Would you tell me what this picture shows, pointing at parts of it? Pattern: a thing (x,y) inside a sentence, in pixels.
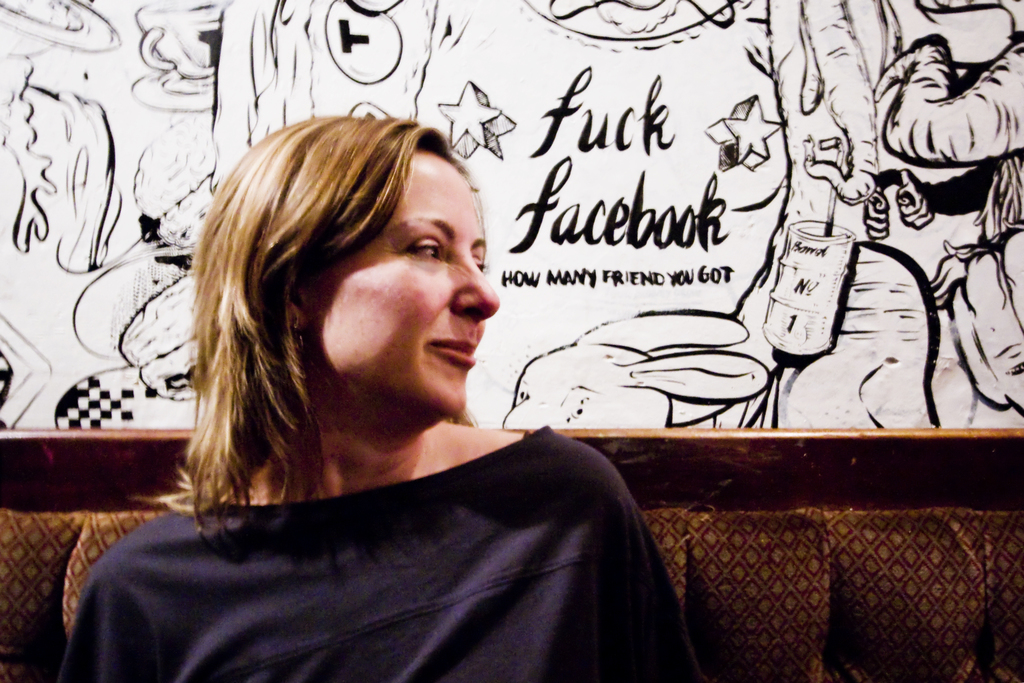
In this image in the front (351,481) there is a woman (383,541) sitting and smiling. In the background (497,192) there is a painting (748,203) on the wall (573,206) and there is some text (603,134) written on it and in the center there is a sofa (820,583).
